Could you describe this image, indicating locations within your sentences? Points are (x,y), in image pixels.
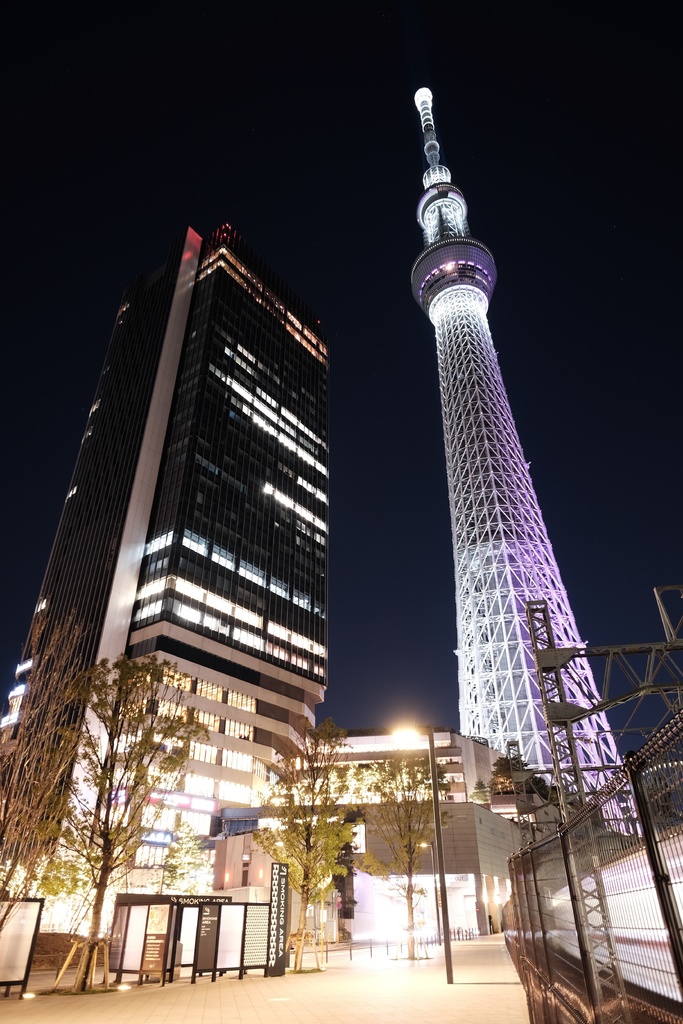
In this image there are high rise buildings (203,530) in front of the buildings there are trees (45,858), lamp posts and gates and there is a closed mesh fence (553,868).
